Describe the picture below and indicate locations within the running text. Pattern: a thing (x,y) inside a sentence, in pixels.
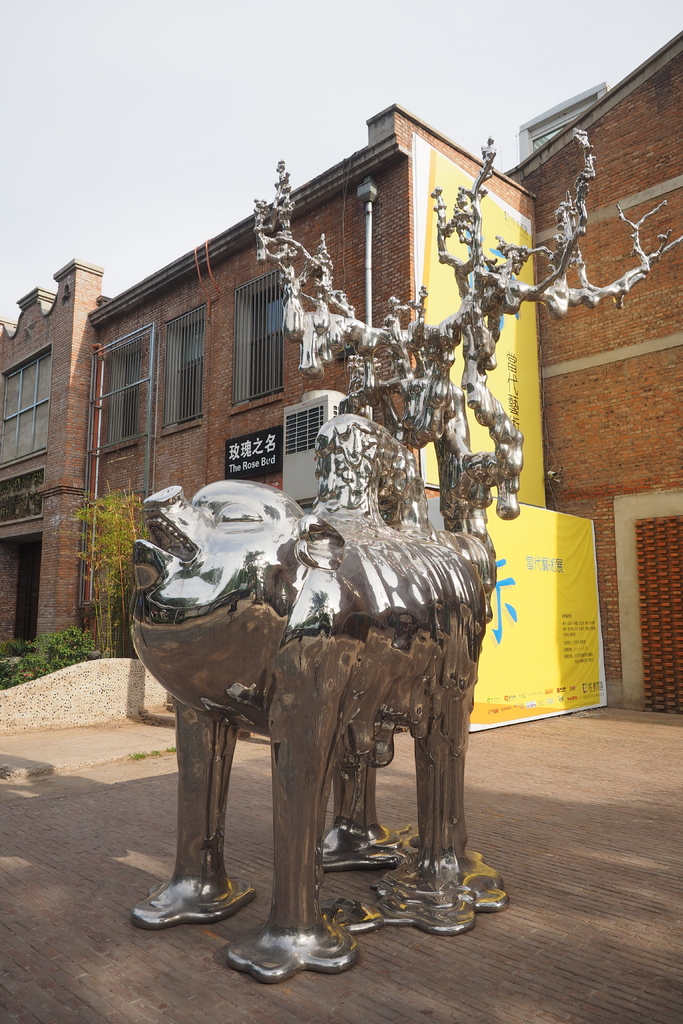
In this image I can see a statue (362,646) which is placed on the road (558,967). In the background (599,396) I can see a building (118,379). On the top of the image (263,60) I can see the sky (64,209).
